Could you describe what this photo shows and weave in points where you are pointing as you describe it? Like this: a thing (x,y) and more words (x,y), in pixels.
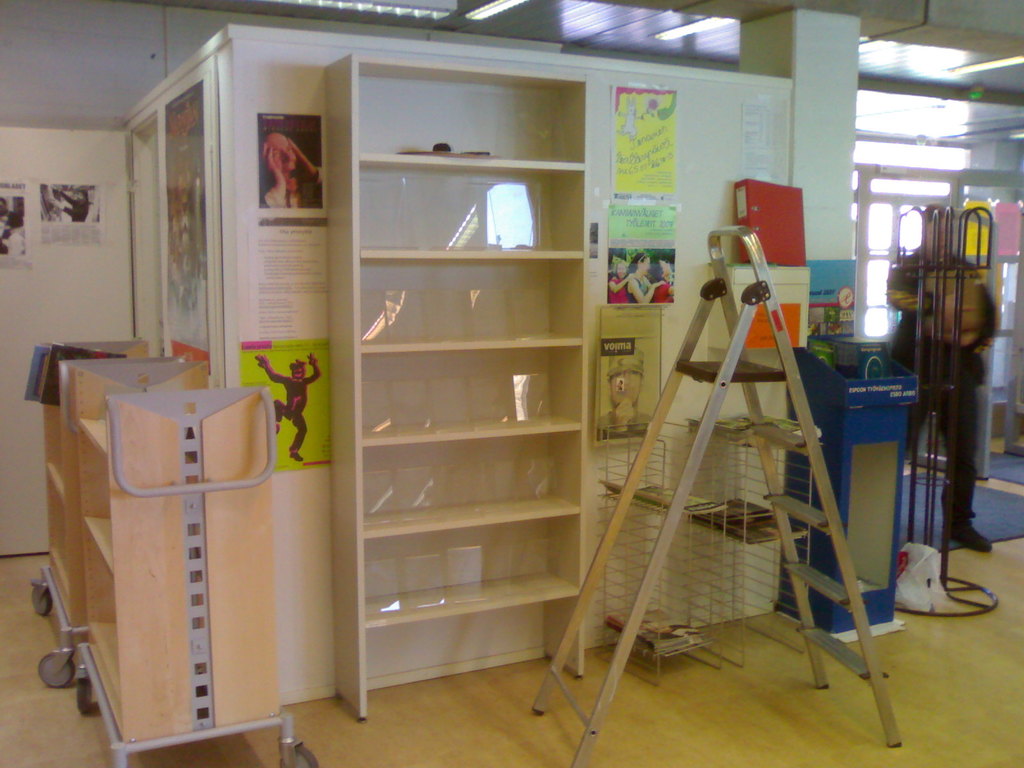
In this image, I can see a ladder (761,380), racks (191,621) and few other objects (919,580), which are placed on the floor (690,734). There are posters (289,232) attached to the wall (700,225). On the right side of the image (927,317), I can see a person (972,450) standing.
